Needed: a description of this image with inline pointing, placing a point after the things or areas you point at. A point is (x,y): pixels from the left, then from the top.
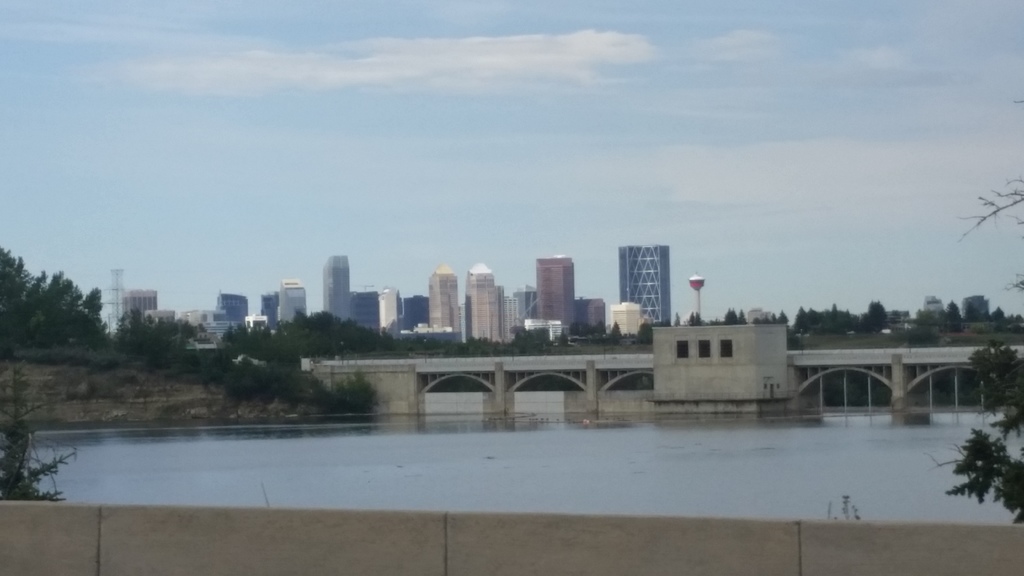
These are the buildings (443,292). I can see the trees (382,333). This looks like a bridge (894,379). I think these are the water (262,475). At the bottom of the image (634,542), that looks like a wall (711,533). These are the clouds (391,74) in the sky (920,86).
